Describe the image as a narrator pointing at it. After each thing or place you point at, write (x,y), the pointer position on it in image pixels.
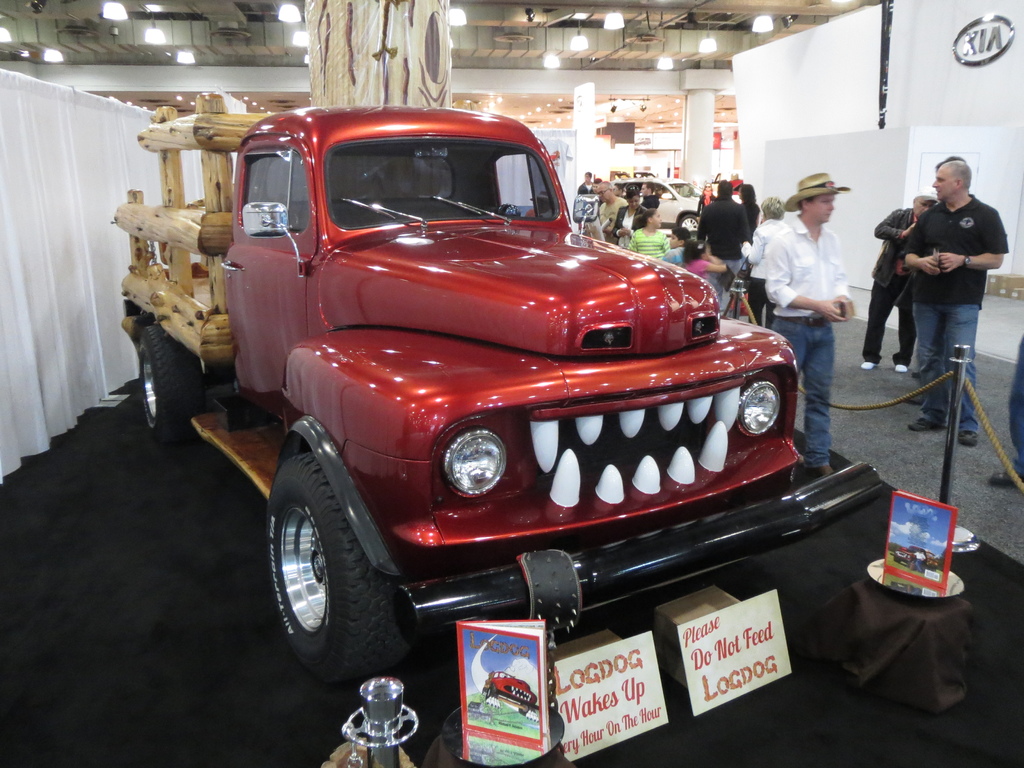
In this image we can see a vehicle (508,293), name boards (689,638) and other objects (926,545). On the right side of the image (767,240) there are some persons (791,270), wall (866,244) and other objects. In the background of the image (606,174) there are some persons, vehicle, wall (635,88) and other objects (540,131). At the top of the image (206,16) there is the ceiling (206,16) with lights (56,57). At the bottom of the image (176,688) there is the floor (100,477). On the left side of the image (27,389) there is a white curtain (83,215).
